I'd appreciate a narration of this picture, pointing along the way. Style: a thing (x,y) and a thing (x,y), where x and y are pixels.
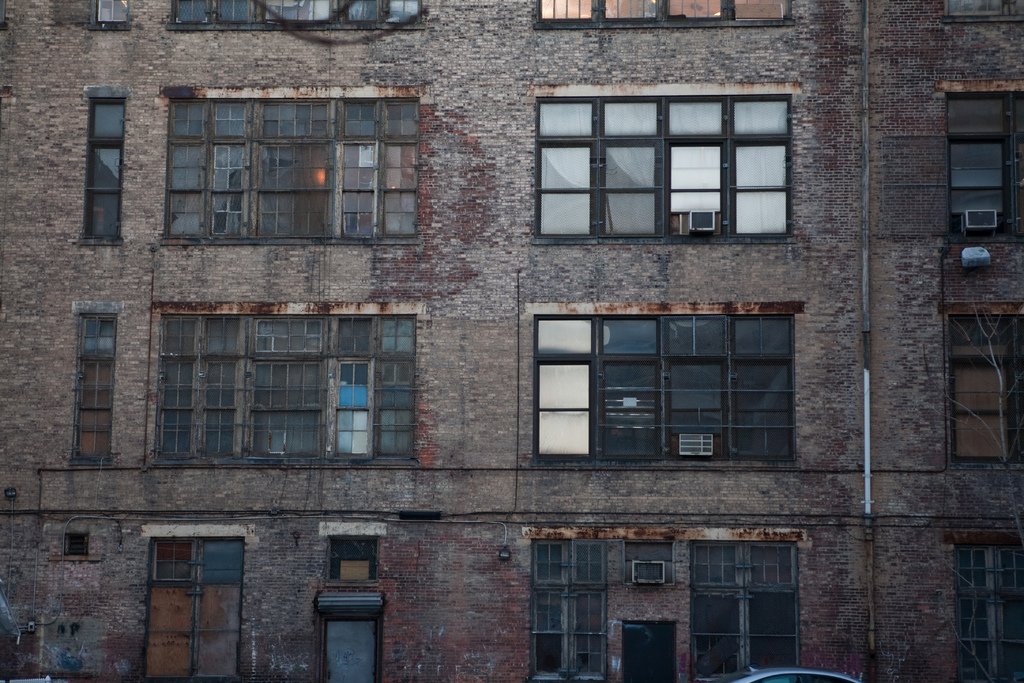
In this image I can see a building (154,257) which is in brown color and I can also see few glass windows (998,442).
